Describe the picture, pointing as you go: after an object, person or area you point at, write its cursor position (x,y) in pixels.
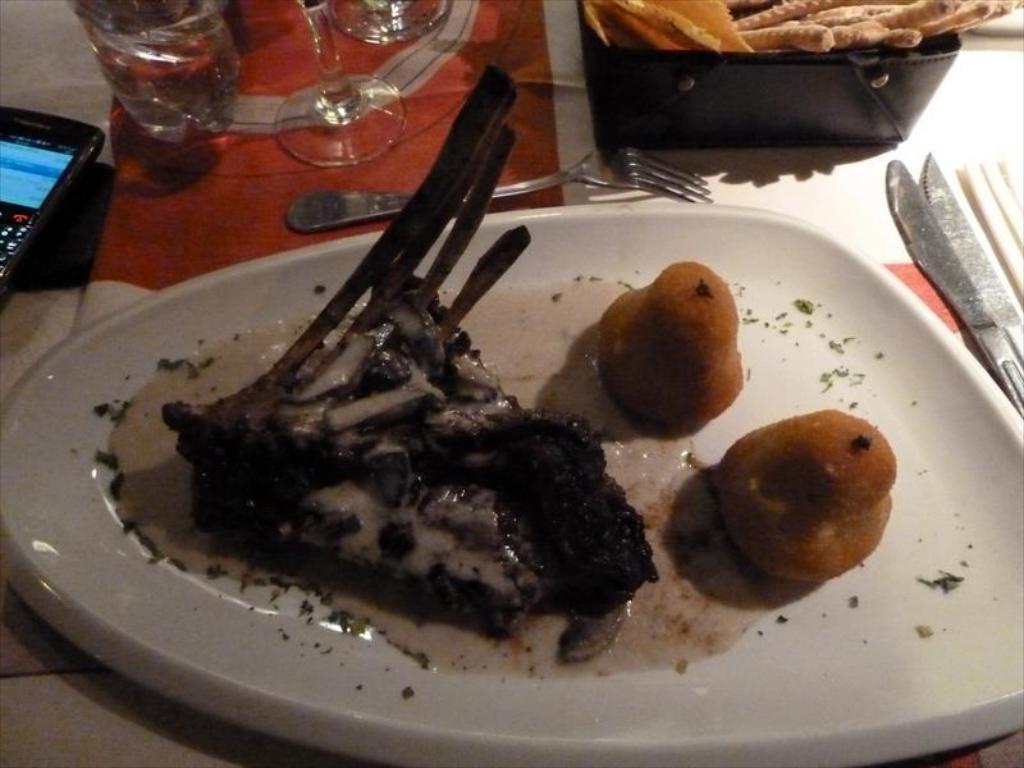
In this image we can see a food item (600,548) in the plate (757,325), here are the forks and knives (984,246) on the table (51,27), here are the glasses (406,101) on it.
